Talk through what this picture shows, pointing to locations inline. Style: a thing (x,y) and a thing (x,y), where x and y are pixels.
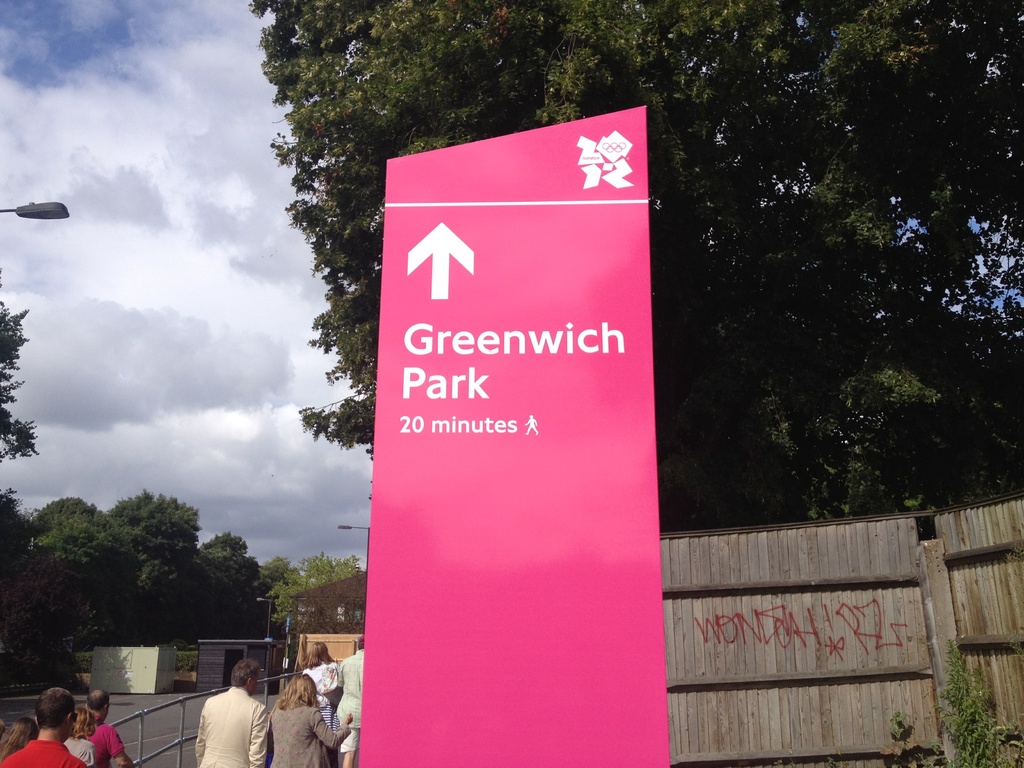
In this image there is a banner (448,360) with some text (486,334), beside that there are a few people (297,727) walking, beside them there is a railing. On the right side of the image (747,667) there are a wooden fence (831,610), In the background (209,664) there are a few houses (240,642), trees (19,553) and the sky (191,278).
